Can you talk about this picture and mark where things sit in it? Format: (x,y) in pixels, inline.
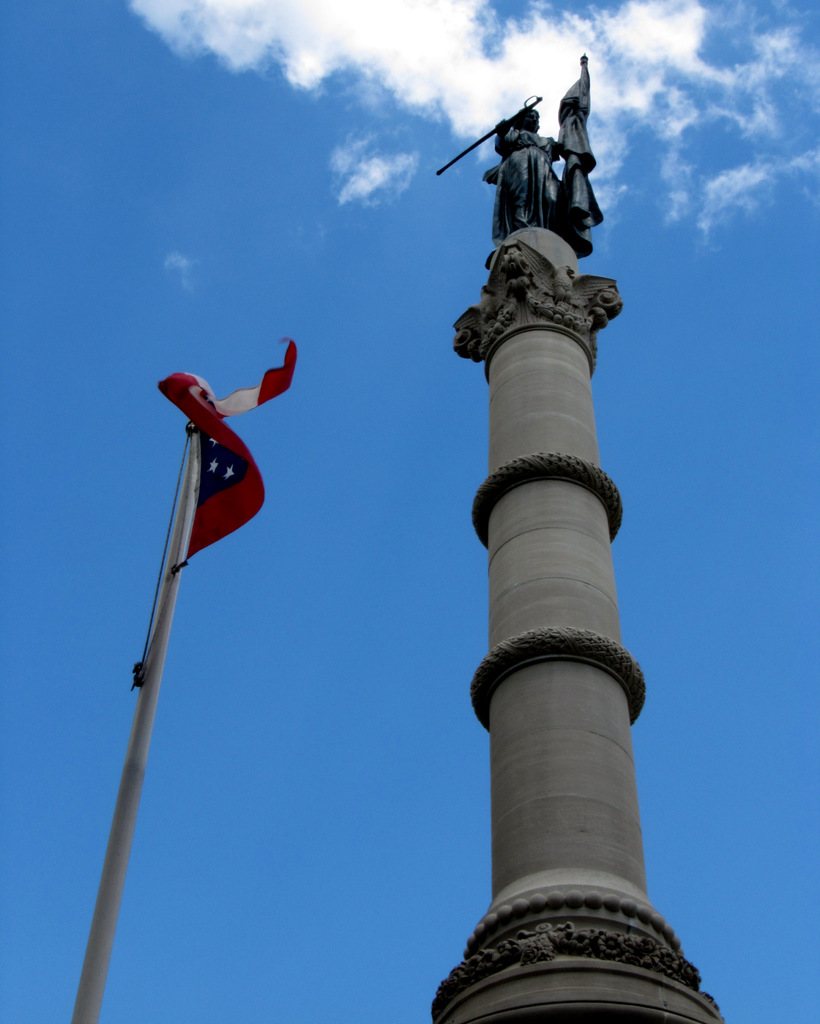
In this image we can see a pillar (510,748) and on the pillar (512,748) we can see a sculpture (527,172). Beside the pillar (530,522) we can see a pole (109,865) with a flag (221,424). Behind the pillar (496,312) we can see the cloudy sky (456,415).
